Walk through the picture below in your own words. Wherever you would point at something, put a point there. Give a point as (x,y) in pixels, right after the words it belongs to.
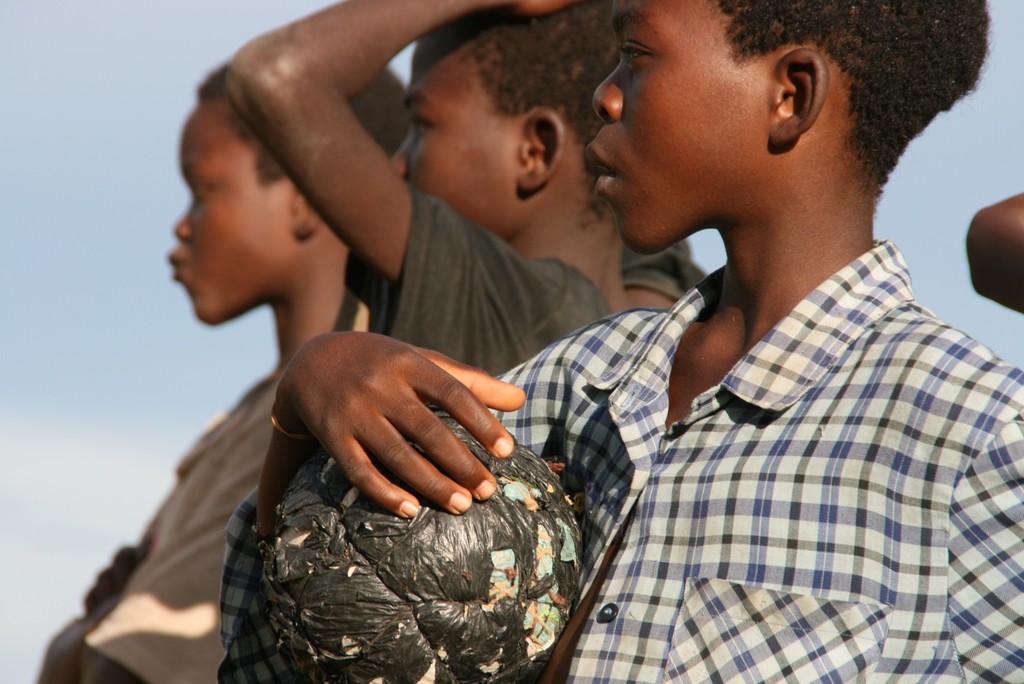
In this image there are persons (314,325) standing and the boy (768,527) in the front (774,527) is holding an object (453,561) which is black in colour and the sky (86,419) is cloudy.
